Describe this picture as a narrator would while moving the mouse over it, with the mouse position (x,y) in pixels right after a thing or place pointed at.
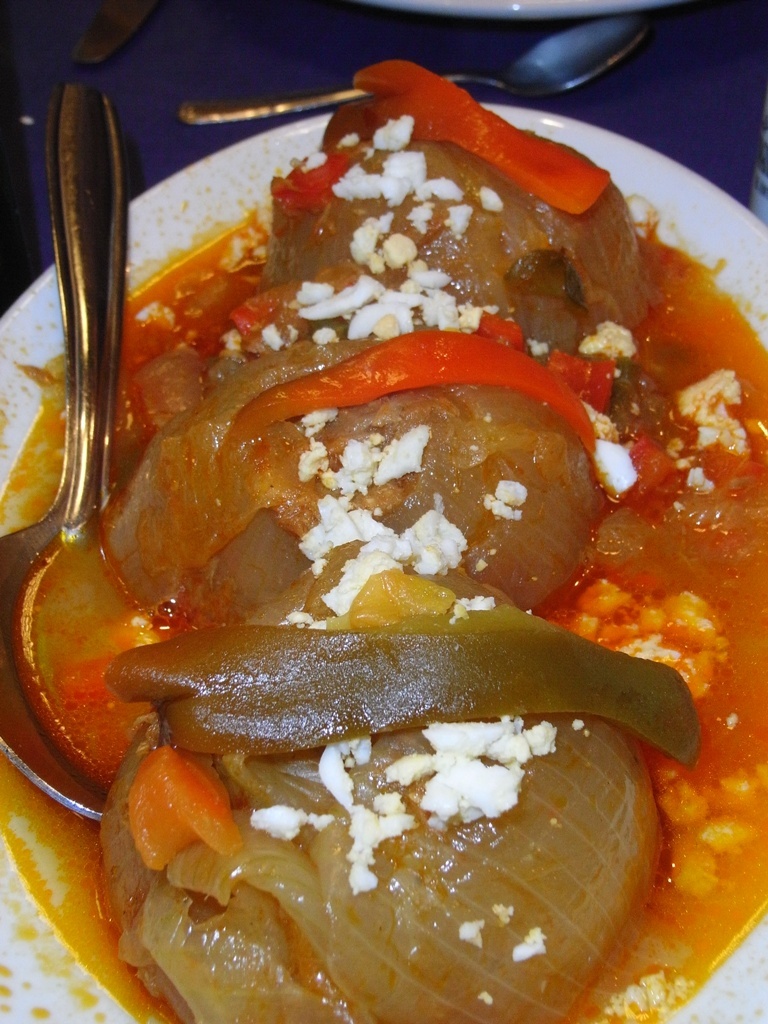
In this image I can see a white colored plate (721,235) and in the plate (749,270) I can see a food item (585,490) which is orange, white, red and green in color. I can see few spoons (565,38).
